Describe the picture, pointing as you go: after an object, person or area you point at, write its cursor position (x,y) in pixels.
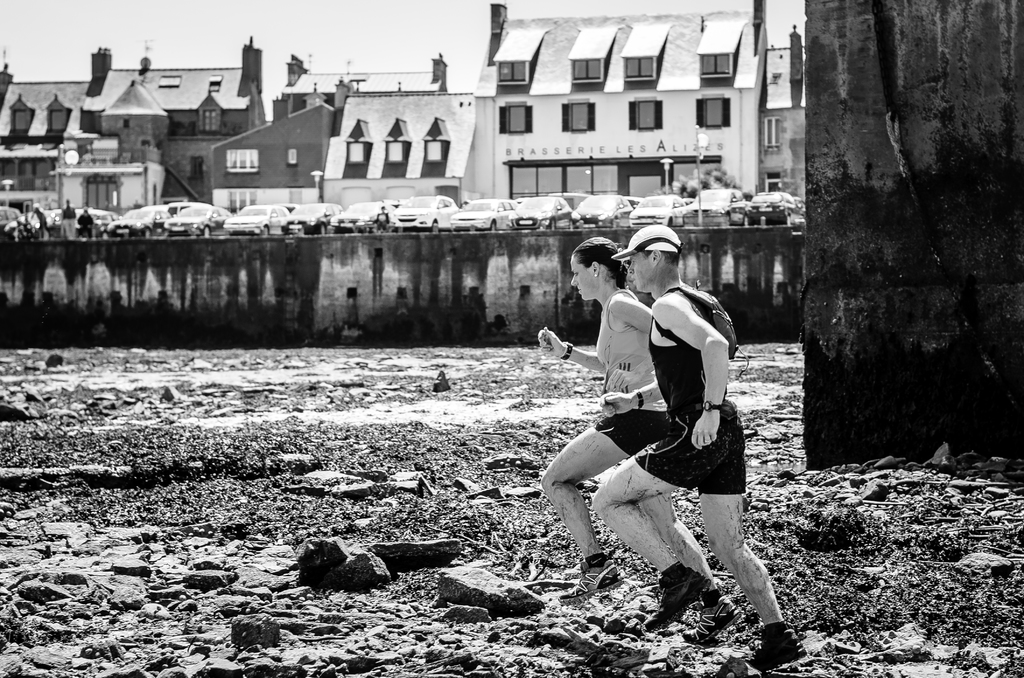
In this image we can see two people (556,490) running on the ground (517,414) and in the background (512,196) there are a few buildings (432,140) and cars (442,203) parked in front of the building (372,179) and sky (285,13) in the background (267,12).
